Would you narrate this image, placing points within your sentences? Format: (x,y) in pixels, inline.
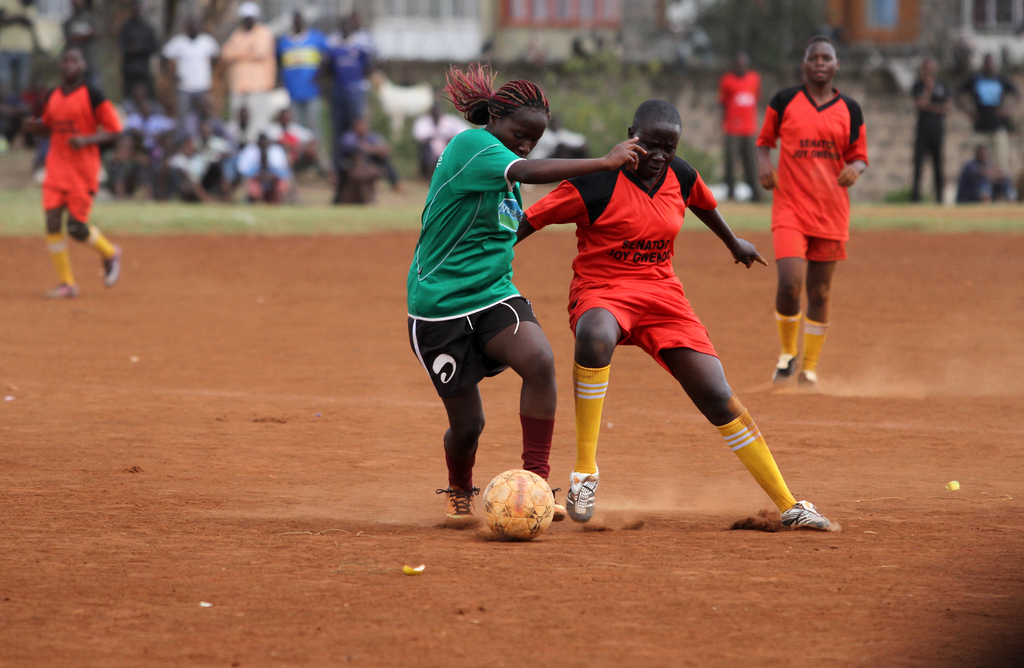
In this image there are players (792,191) playing football (524,485) in a ground (262,310), in the background (201,191) there are few people (246,173) sitting and few (924,100) are standing in the background (518,65) it is blurred.
